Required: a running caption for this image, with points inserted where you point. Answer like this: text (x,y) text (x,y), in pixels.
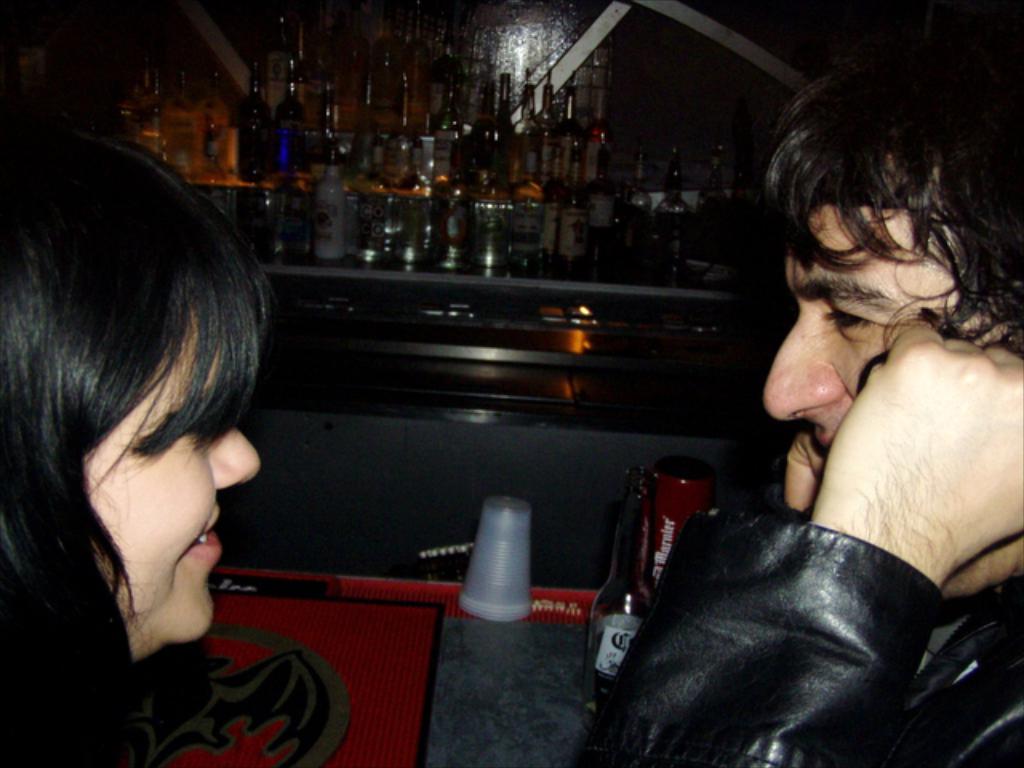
Here on the left (129,468) and right we can see a woman (17,380) and a man (869,474) respectively and there are glasses (493,563), wine bottle (608,671) and an object (658,527) on a platform (463,596). In the background (274,149) there are wine bottles (392,162) on a platform (435,269) and this is a wall (697,59).
